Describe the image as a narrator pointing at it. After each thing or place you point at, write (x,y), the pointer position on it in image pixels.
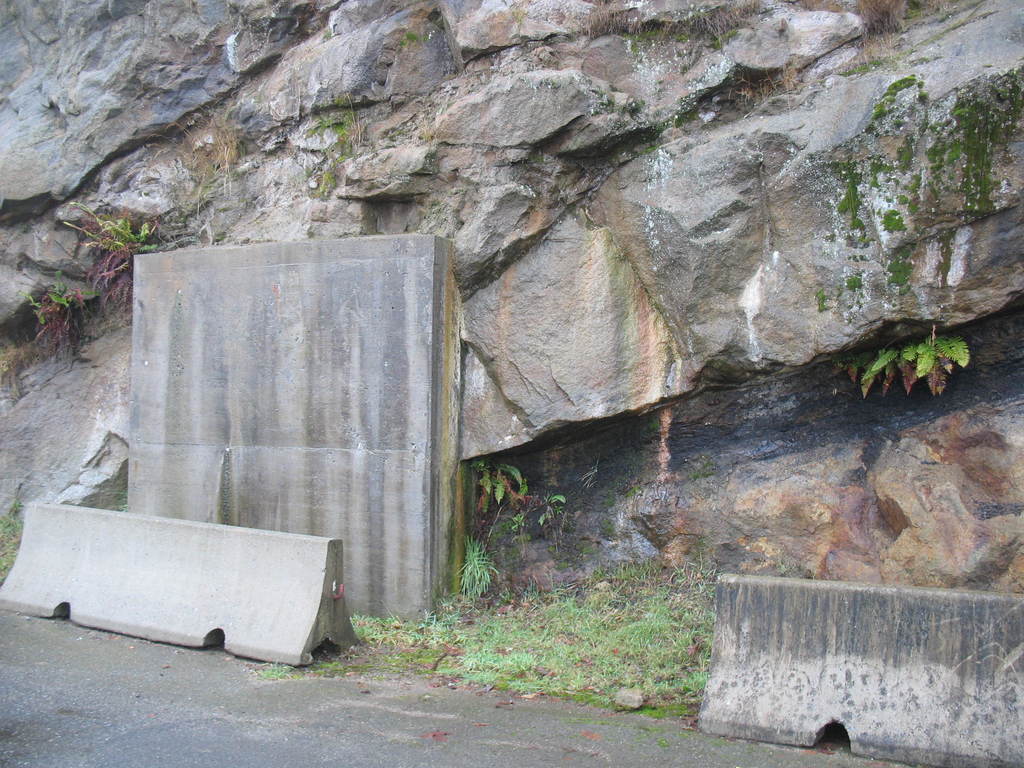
In this picture we can see stone mountain (758,163). At the bottom (467,565) we can see the grass (493,653) near to the road (636,715). On the left (169,529) there is a divider (152,535).
